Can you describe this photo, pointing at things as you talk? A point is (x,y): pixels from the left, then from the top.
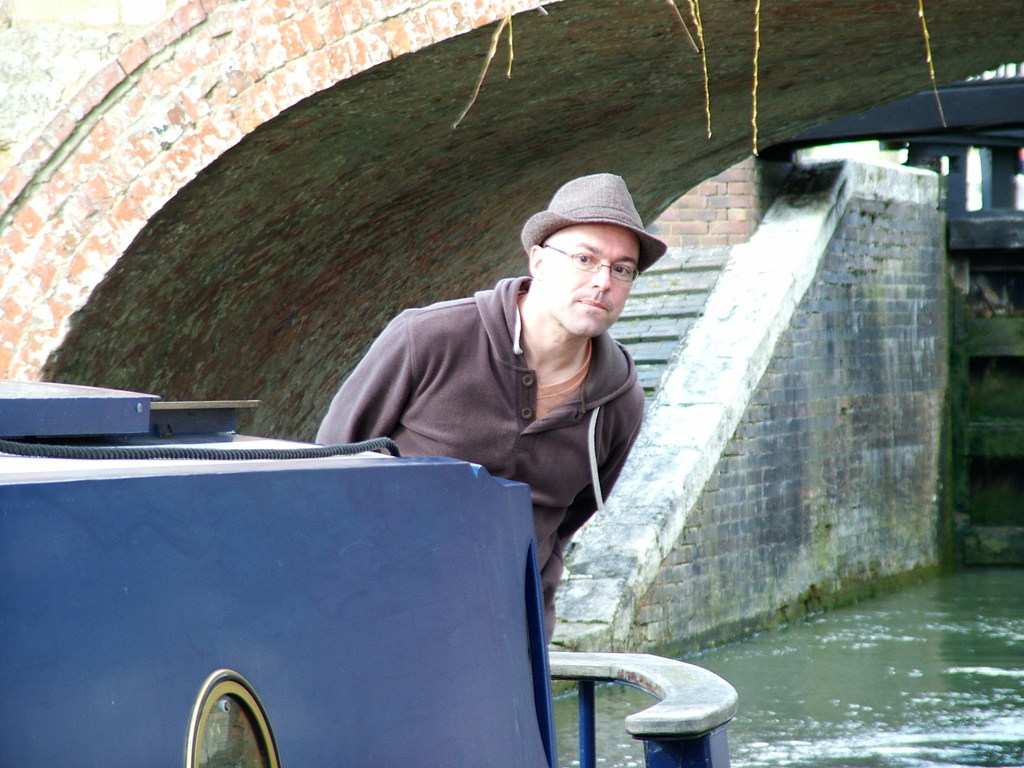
In the image we can see there is a person (575,453) standing on the boat (524,646) and the boat (506,667) is standing on the canal (805,691). There are stairs (724,248) and there is wall (847,306) made up of stone bricks (858,365).
